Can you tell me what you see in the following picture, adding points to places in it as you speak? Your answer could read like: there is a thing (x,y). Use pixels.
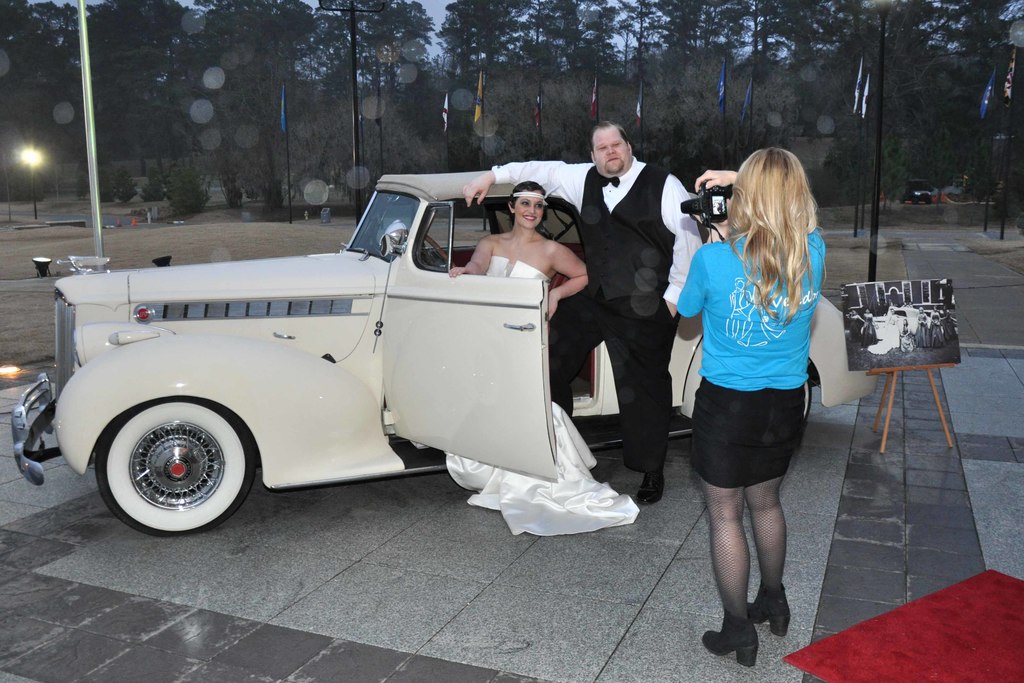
In this picture we have a woman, man (566,183) standing near the car (432,243), and a woman (785,617) clicking a picture of them by a camera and there is a board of picture and at the back ground (192,74) we have tree (219,22), pole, light (33,187).
